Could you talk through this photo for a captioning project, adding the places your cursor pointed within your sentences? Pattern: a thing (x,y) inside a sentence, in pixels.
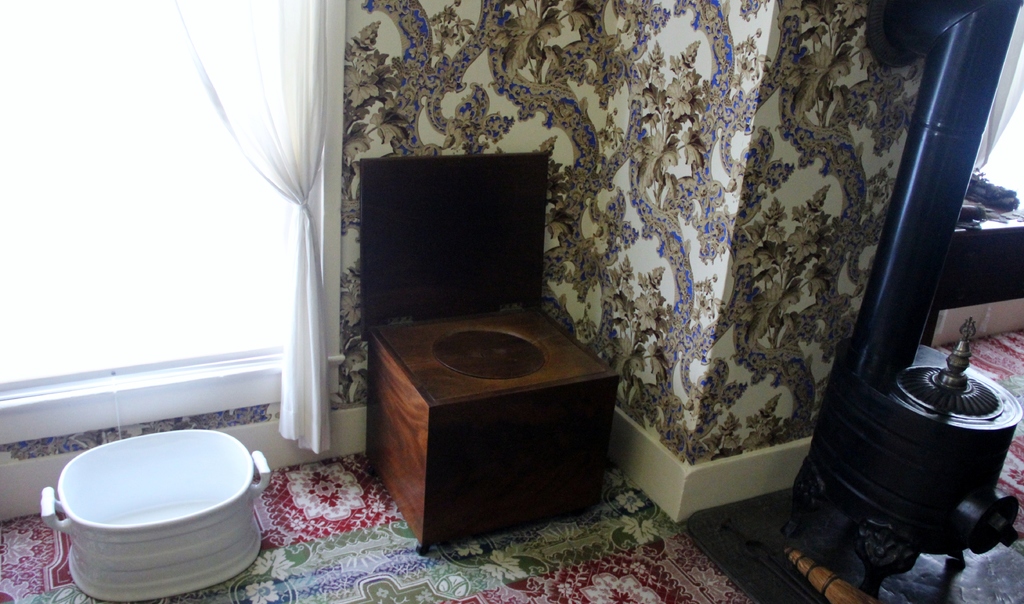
In this image in the center (439,384) there is a chair (462,385) on the left side of the chair (456,358) there is an object (156,505) which is white in colour and in the background (297,127) there is a curtain (289,114) which is white in colour and there is a window (176,240). On the right side (881,230) there is a wall (799,189) and there is curtain (1002,107) on the right side (1007,94) and there is an object (935,231).
